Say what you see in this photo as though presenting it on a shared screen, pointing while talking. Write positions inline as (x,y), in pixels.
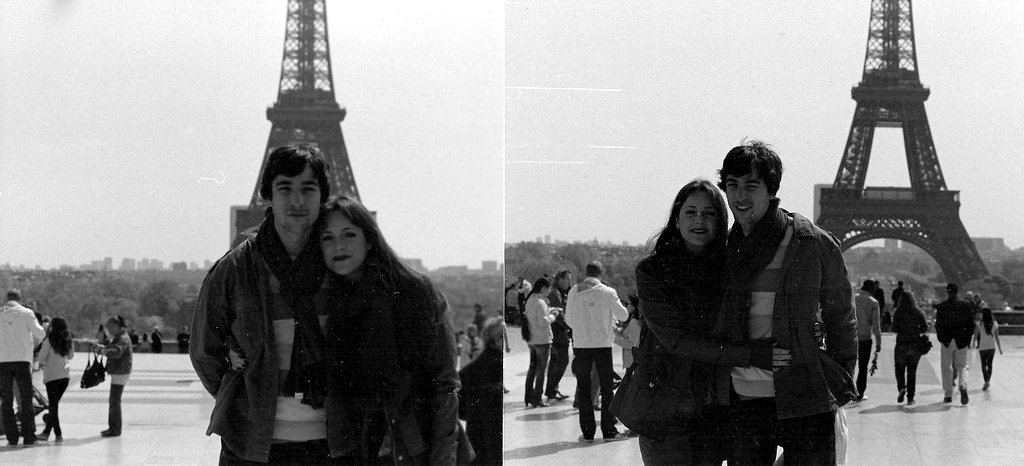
This is a collage image. In this image I can see two pictures. In the two images, I can see a man (280,301) and a woman (353,395) are standing, smiling and giving pose for the picture. At the back of these people (443,352), I can see some other people (473,351). In the background (346,151) there is a tower (318,77), trees (67,292) and buildings (123,260). At the top of the image (125,84) I can see the sky (125,84). These are black and white pictures.
